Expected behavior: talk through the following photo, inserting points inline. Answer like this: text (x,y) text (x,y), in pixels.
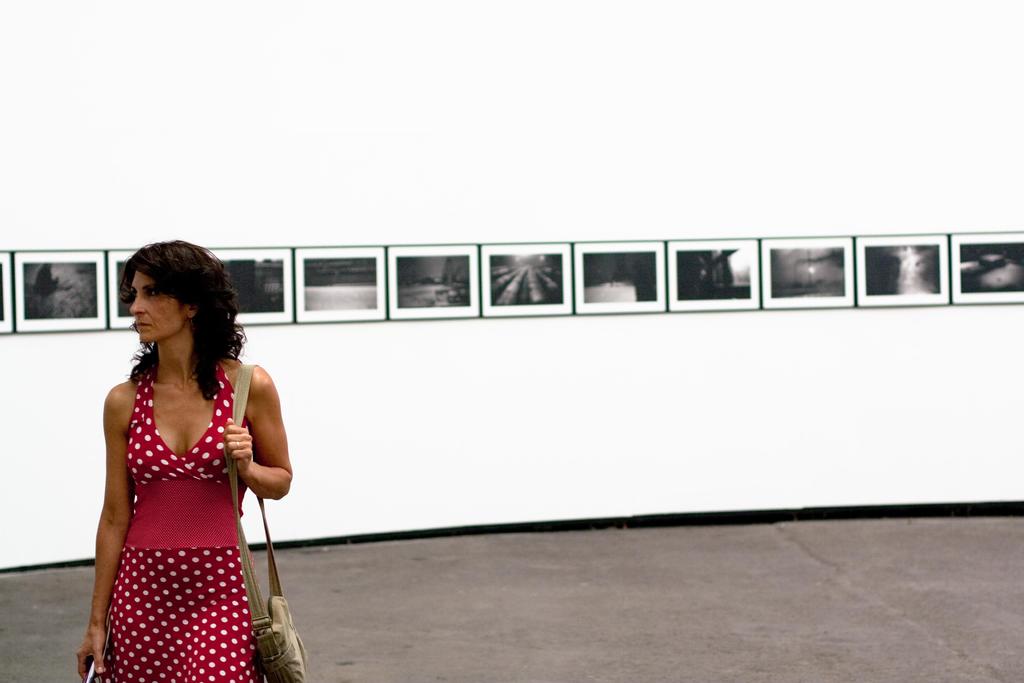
In this image we can see a woman (117,606) wearing a red color dress (213,580) and bag (265,639) is walking on the ground (467,664). In the background (29,290), we can see photo frames (973,277) kept on the white color wall (898,133).
